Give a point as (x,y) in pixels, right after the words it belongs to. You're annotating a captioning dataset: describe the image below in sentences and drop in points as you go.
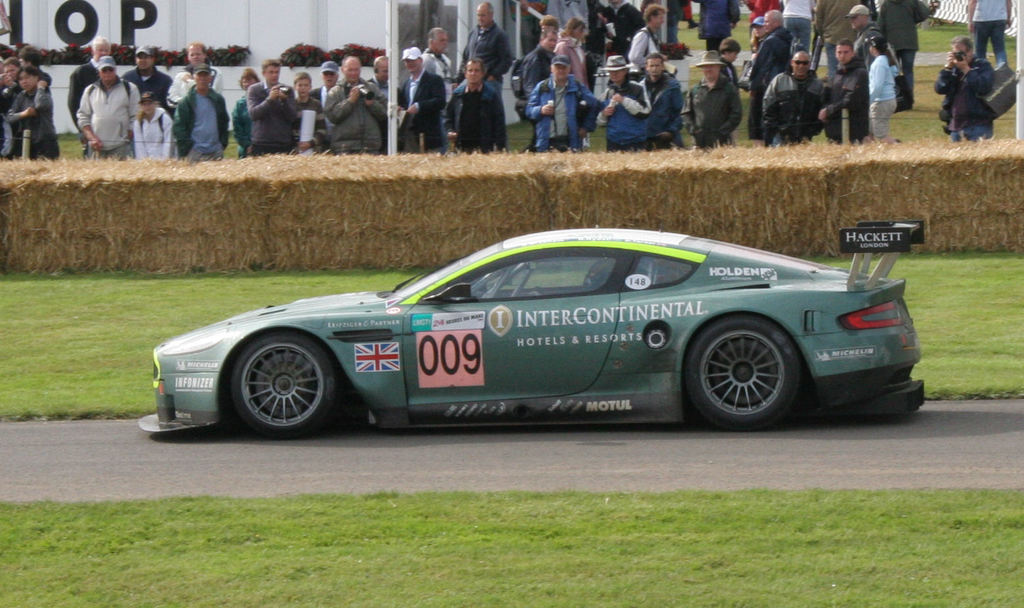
There is a sports car (517,363) in the center of the image (537,250) and there is grassland (448,566) at the bottom side (594,591). There are people (379,130), plants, and a pole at the top side (645,69) behind bales (418,170).
